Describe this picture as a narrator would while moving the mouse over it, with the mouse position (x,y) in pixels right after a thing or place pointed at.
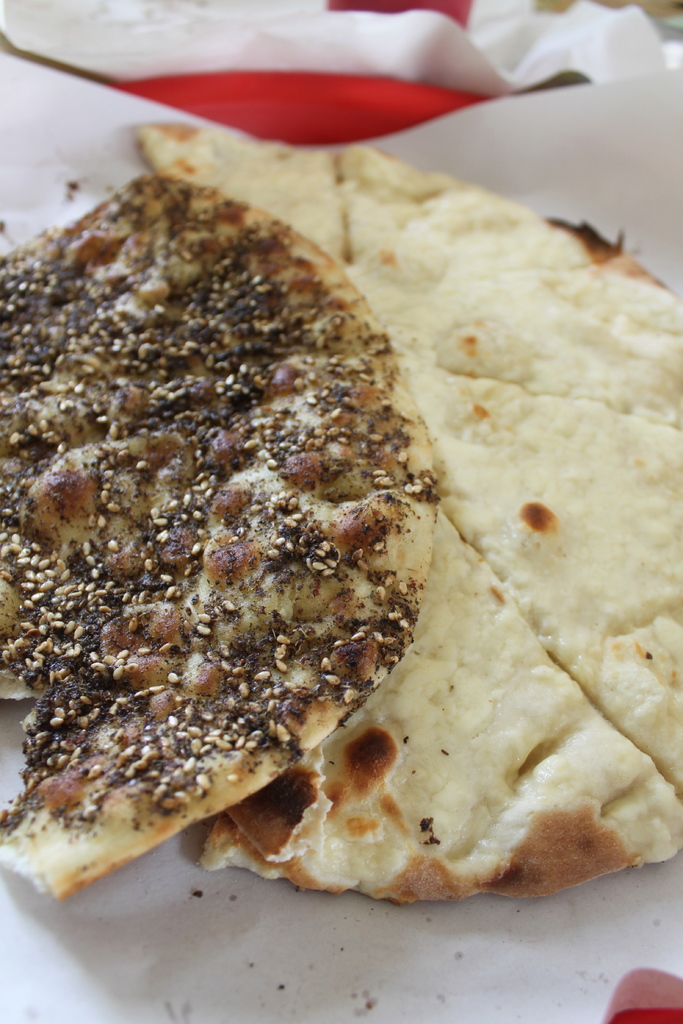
In this image I can see two white colour roti (365,557) and on the one roti (109,783) I can see ingredients (368,420). I can also see white colour thing (33,82) under these roti (248,642).
